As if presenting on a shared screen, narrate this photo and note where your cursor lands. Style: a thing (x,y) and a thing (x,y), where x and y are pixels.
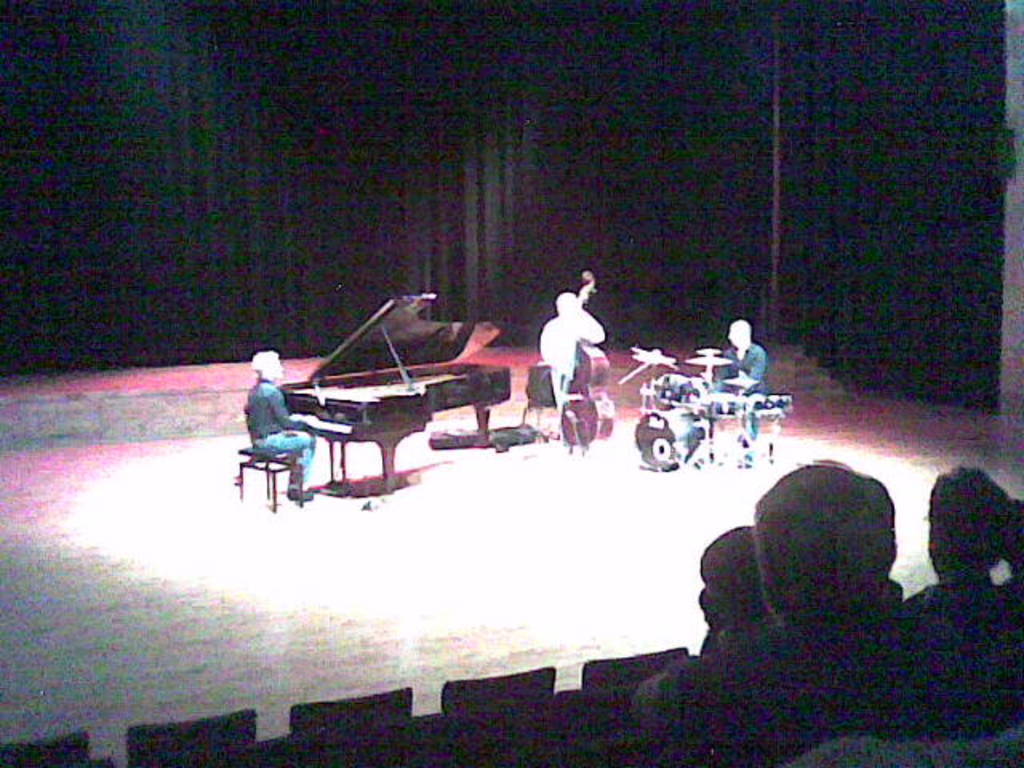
In this image there is a man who is sitting in the chair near the piano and a man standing and playing a double bass (598,348) and another man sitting in chair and playing the drums (713,355) and at the back ground (708,99) there is a big black curtain (318,25) and here there are some group of people (1023,596) sitting in the chairs (591,667).
